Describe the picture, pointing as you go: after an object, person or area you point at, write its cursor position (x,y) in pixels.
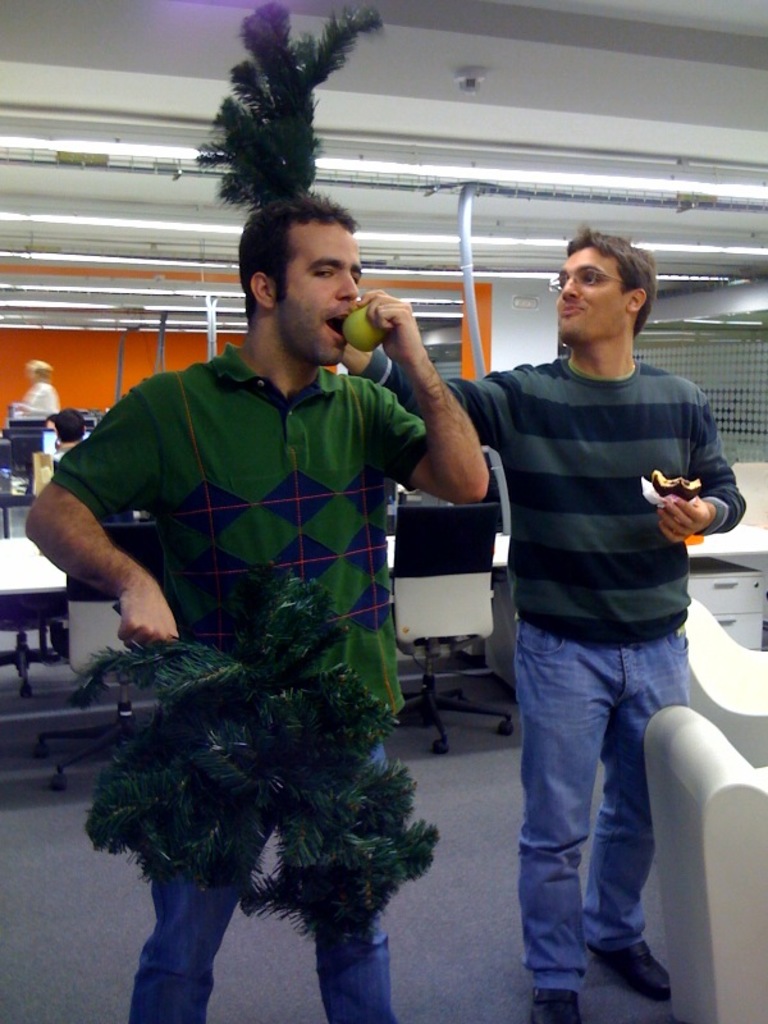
In this image I can see two people (515,564) are standing and holding something and wearing different color dresses (586,560). I can see few chairs (451,608), few systems (25,447) and tables (20,592). Back I can see an orange wall (101,371) and lights (95,305).
